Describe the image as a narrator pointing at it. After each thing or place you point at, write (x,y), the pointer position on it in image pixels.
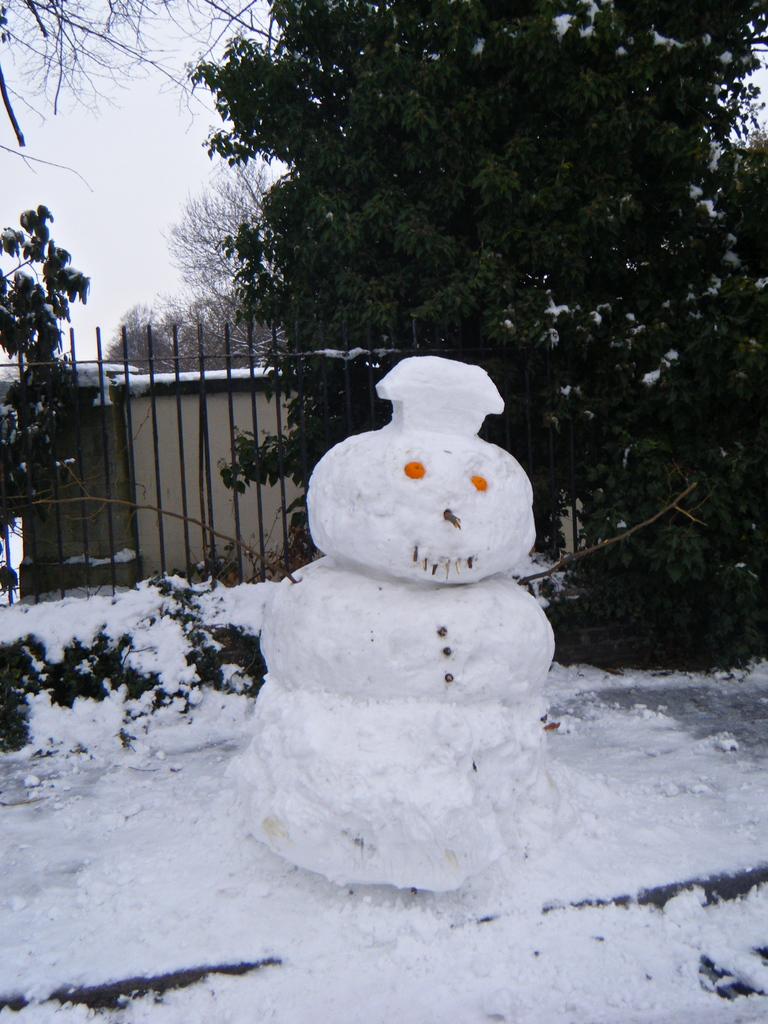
In the center of the image (314,476) there is a snow toy (447,854). In the background of the image (449,326) there are trees (259,323). At the bottom of the image (347,940) there is snow (378,999).
